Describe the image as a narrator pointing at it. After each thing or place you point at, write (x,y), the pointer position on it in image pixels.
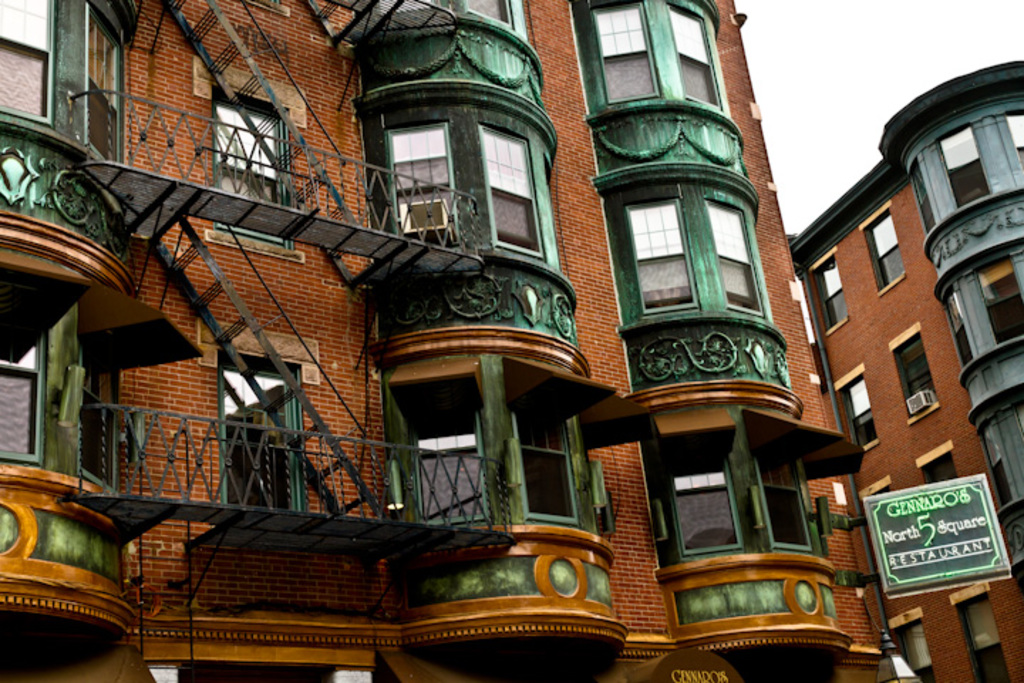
In this picture there are buildings (608,317). On the left side of the image (262,71) there are staircases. On the right side of the image (995,575) there is a pipe (849,484) and board (923,492) on the wall (864,617) and there is text (954,519) on the board (900,511). At the top (793,64) there is sky (793,64) and there is an air conditioner (932,402) at the window (929,389).
